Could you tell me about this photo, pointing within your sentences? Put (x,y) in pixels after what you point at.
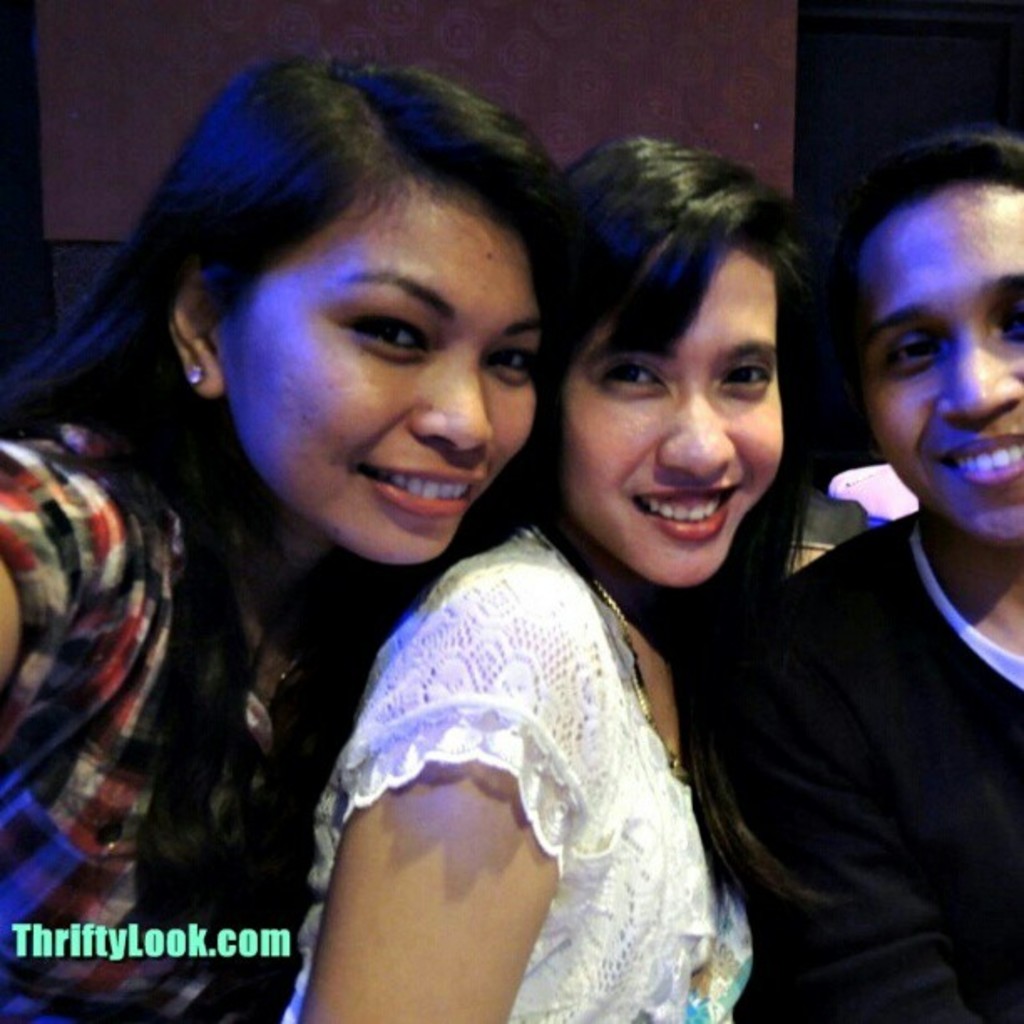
As we can see in the image there are three people (349,673) standing in the front (742,451). The woman (571,482) in the middle (522,626) is wearing white color dress (568,809) and behind them there is a wall (405,44).
